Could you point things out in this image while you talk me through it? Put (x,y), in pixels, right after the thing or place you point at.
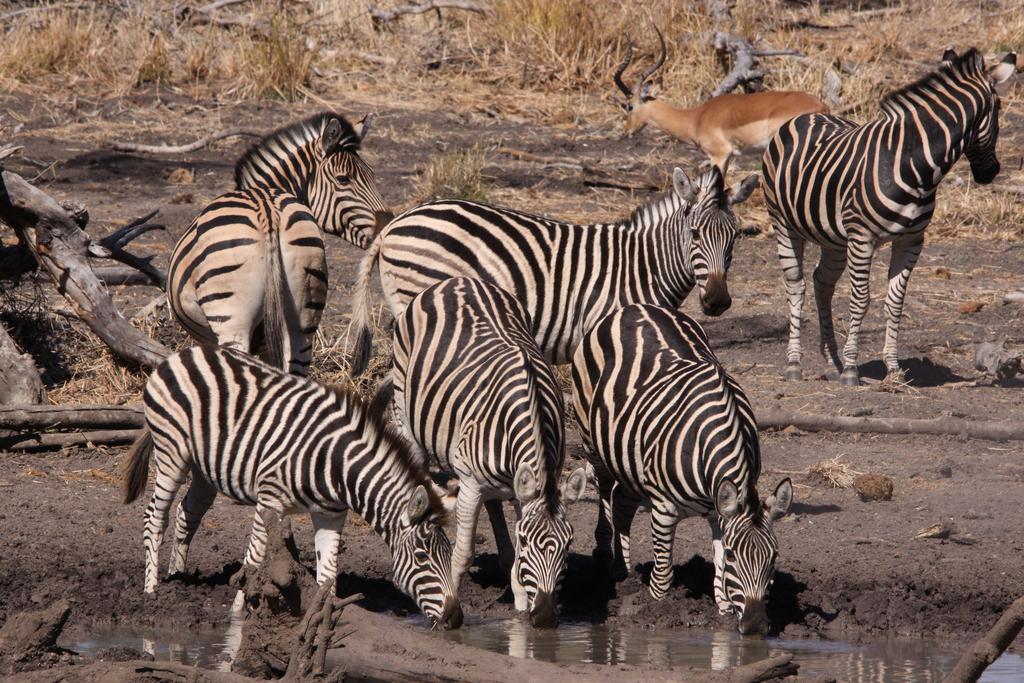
In this picture we can see a group of zebras (764,547) standing on the muddy ground (828,444). In the background (60,134), we can see a deer (738,145) and dry grass (409,49).
